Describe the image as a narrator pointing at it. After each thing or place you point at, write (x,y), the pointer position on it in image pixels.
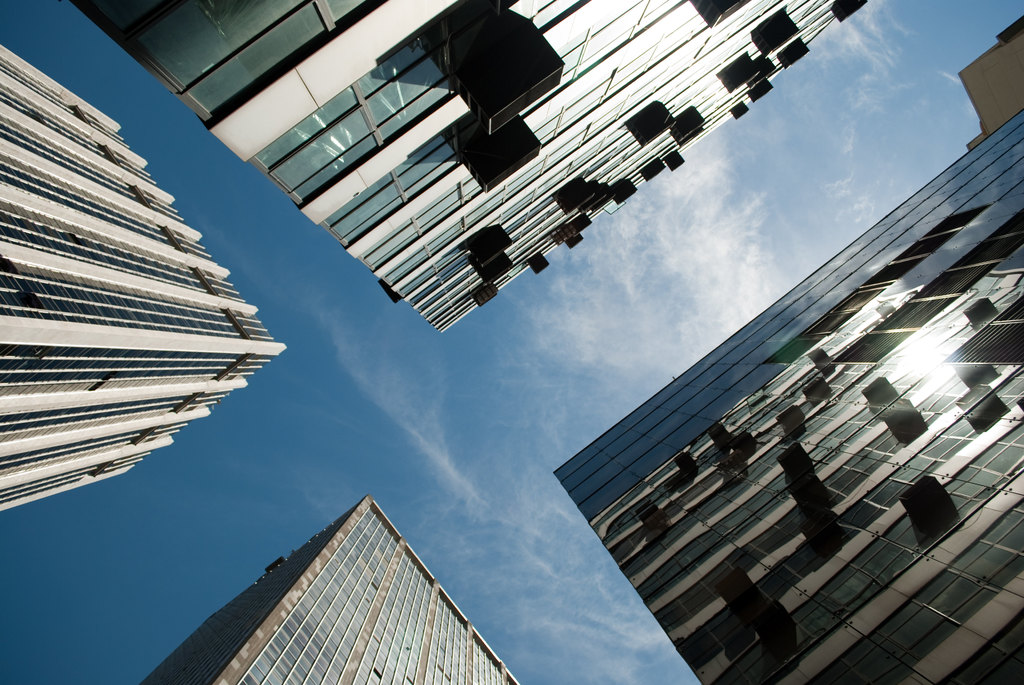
In this image I can see many buildings (423,632). In the background (509,387) I can see the clouds (640,275) and the sky (291,416).
